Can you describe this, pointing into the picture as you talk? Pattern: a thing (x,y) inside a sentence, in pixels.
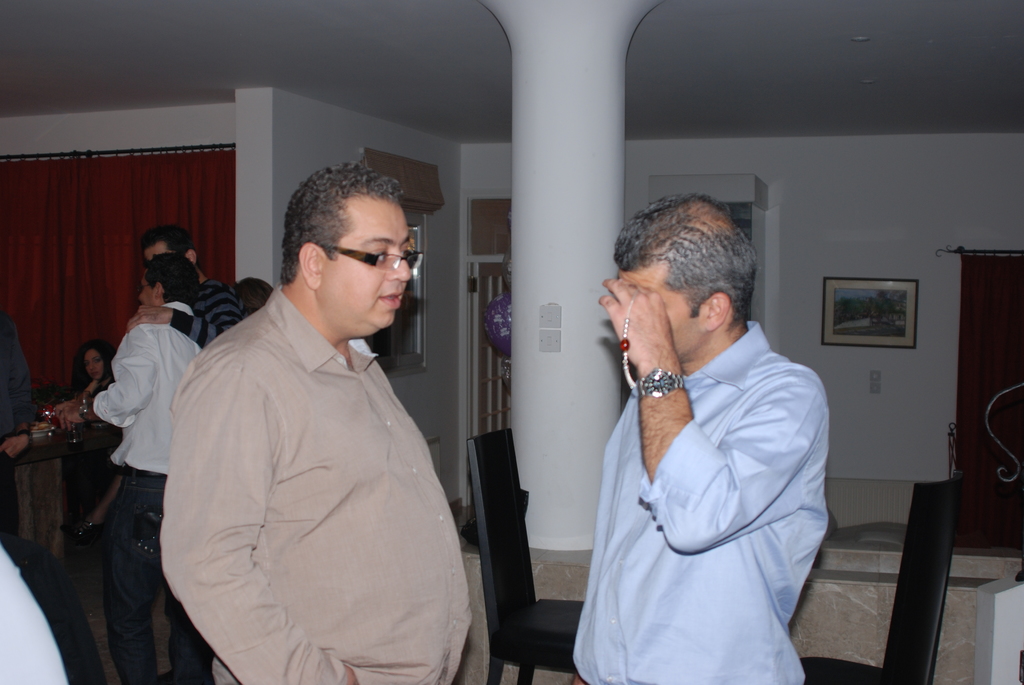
In this picture I can observe some people (196,394). Most of them are men (161,346). On the left side (93,195) I can observe red color curtain (128,207). In the background (857,307) I can observe a photo frame (850,296) on the wall (770,286).
